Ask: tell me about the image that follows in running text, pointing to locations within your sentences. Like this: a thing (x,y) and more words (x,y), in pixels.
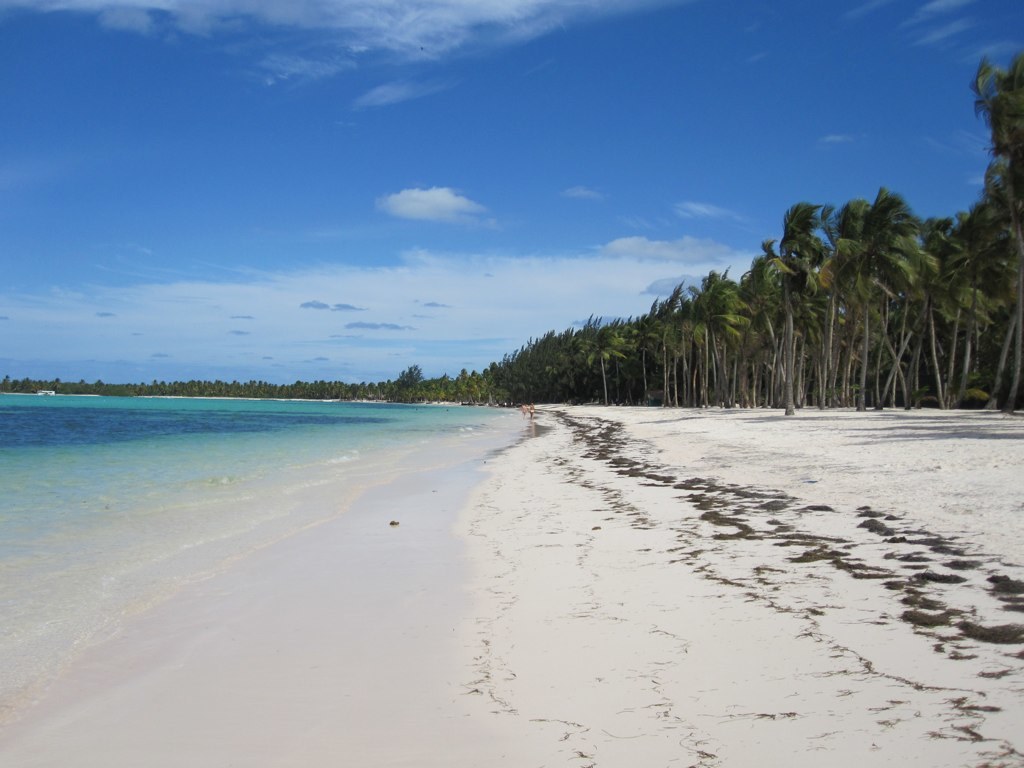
In this image we can see a sea shore (578,527), some trees (712,334), and the clouded sky (533,203).
